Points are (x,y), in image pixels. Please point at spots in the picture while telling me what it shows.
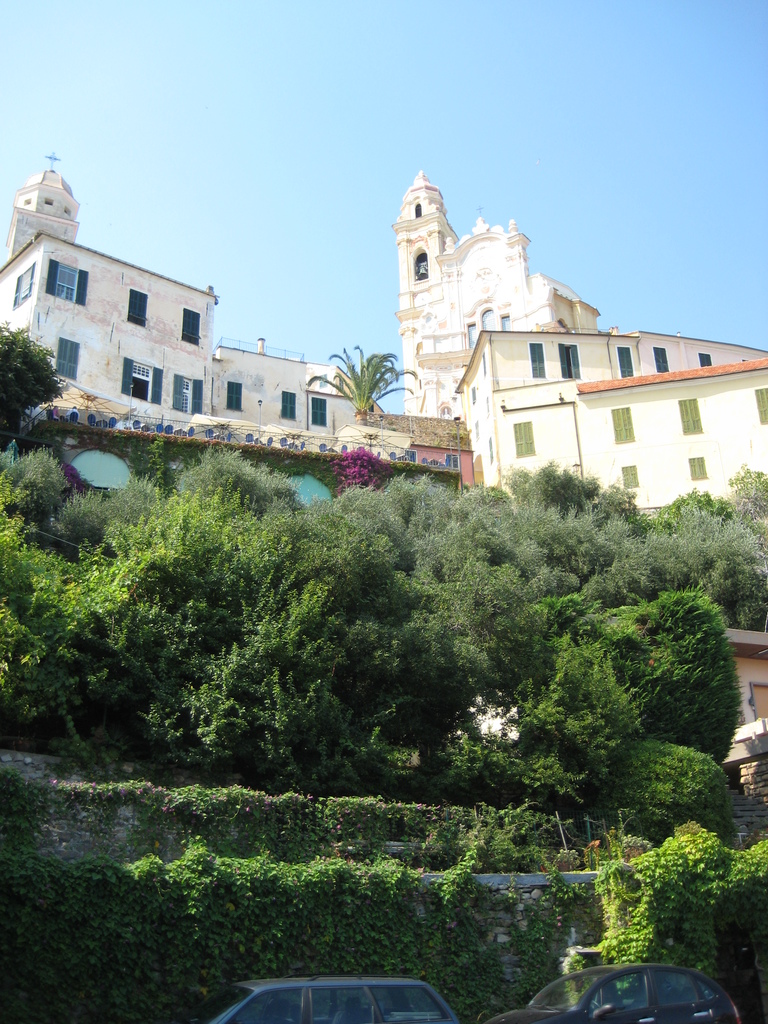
This is an outside view. At the bottom (319,1004), I can see two cars (603,1016) and there is a wall (62,817). To the wall (530,895) there are some creeper plants (343,901). In the middle of the image (402,574) there are some trees (242,581). In the background (135,399), I can see the buildings (212,360). At the top of the image (250,134) I can see the sky (197,108).
